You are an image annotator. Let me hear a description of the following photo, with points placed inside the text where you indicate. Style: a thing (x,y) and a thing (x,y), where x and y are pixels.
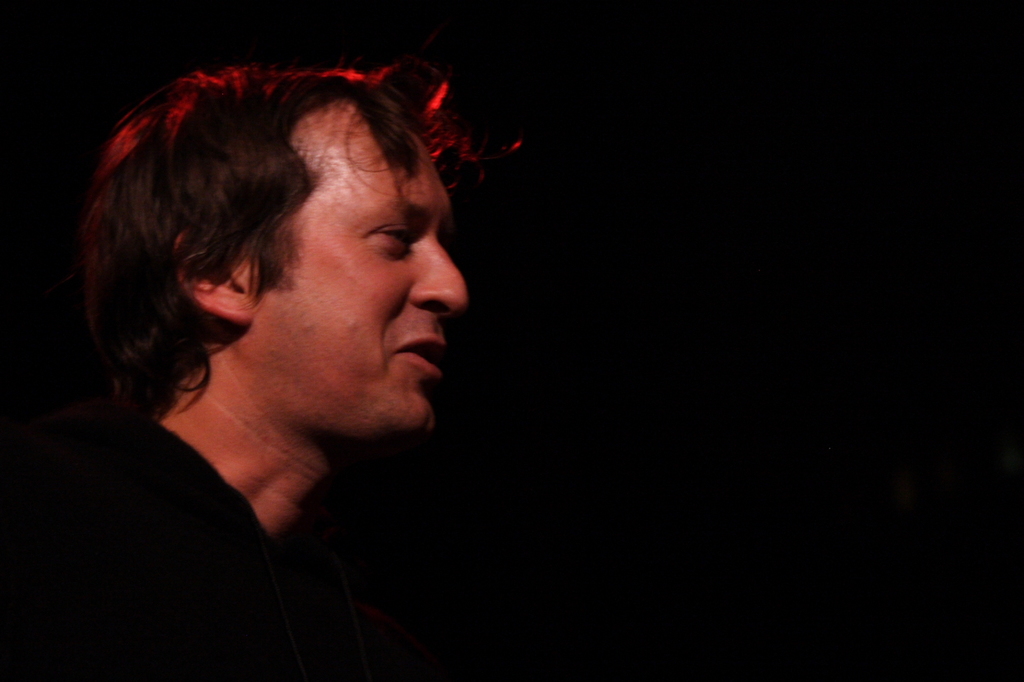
In this image we can see one person (278,398) with smiling face (357,363).
